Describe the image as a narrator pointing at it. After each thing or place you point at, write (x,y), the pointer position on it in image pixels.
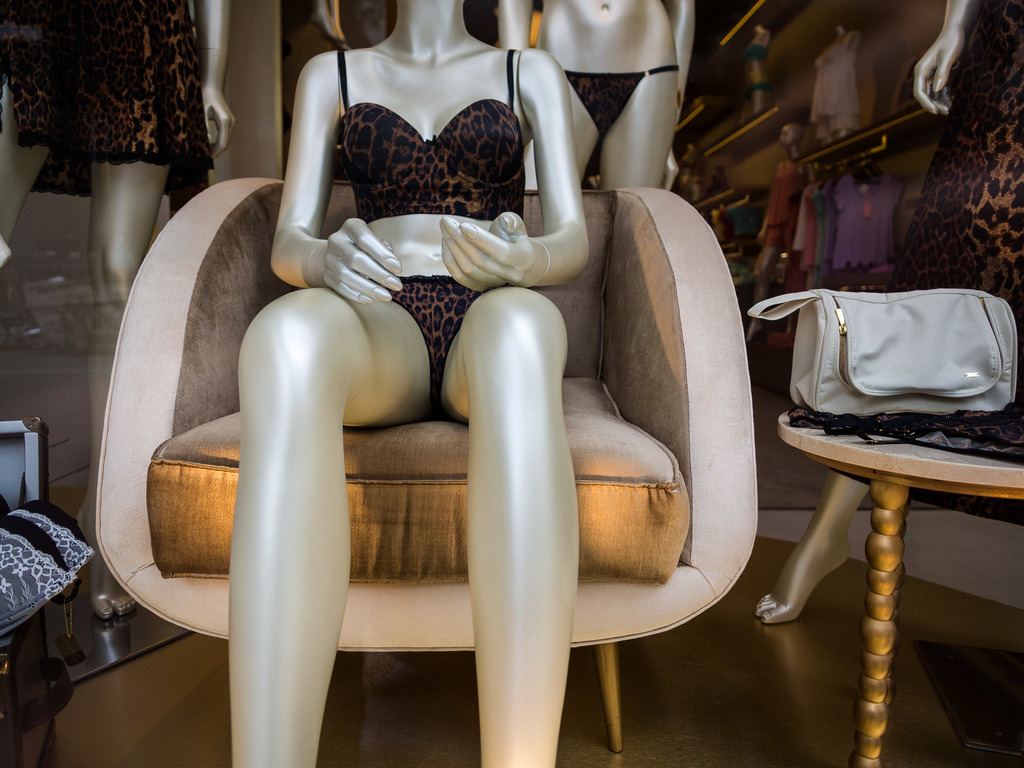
Here we can see mannequins (459,282). There is a chair (687,557), table (892,534), bag (930,302), and clothes (822,76). This is floor (739,744). In the background (781,88) we can see racks (734,133) and a wall (901,68).
